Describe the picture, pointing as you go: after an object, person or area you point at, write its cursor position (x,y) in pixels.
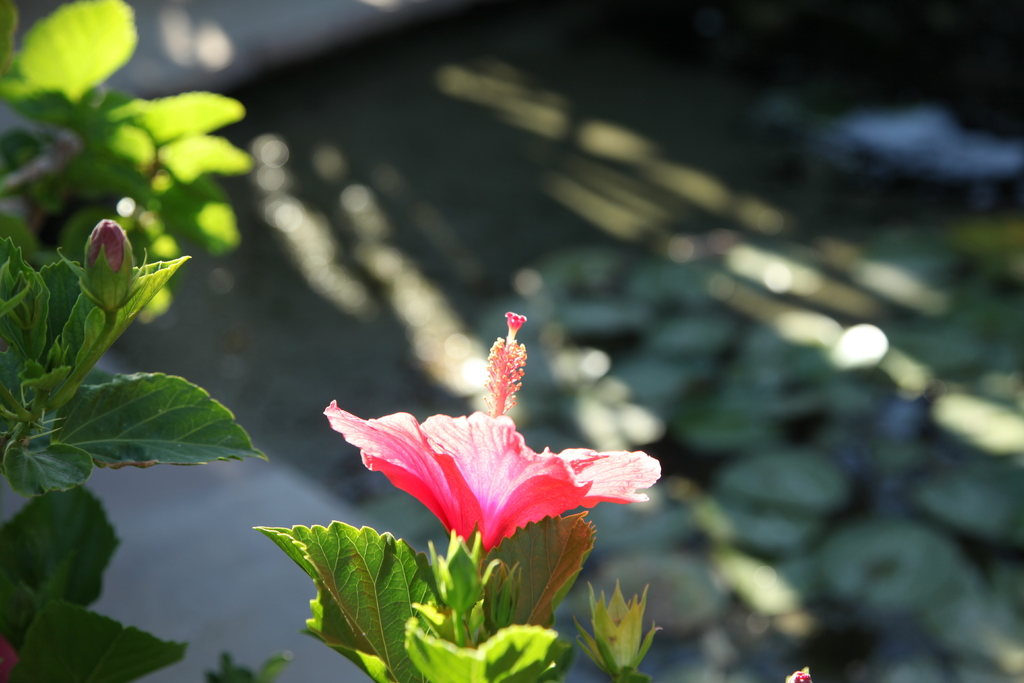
In the picture we can see some plants (393,628) with a flower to it which is red in color and we can also see a flower bud (129,265) and behind it we can see some plants (131,242) which are not clearly visible.
